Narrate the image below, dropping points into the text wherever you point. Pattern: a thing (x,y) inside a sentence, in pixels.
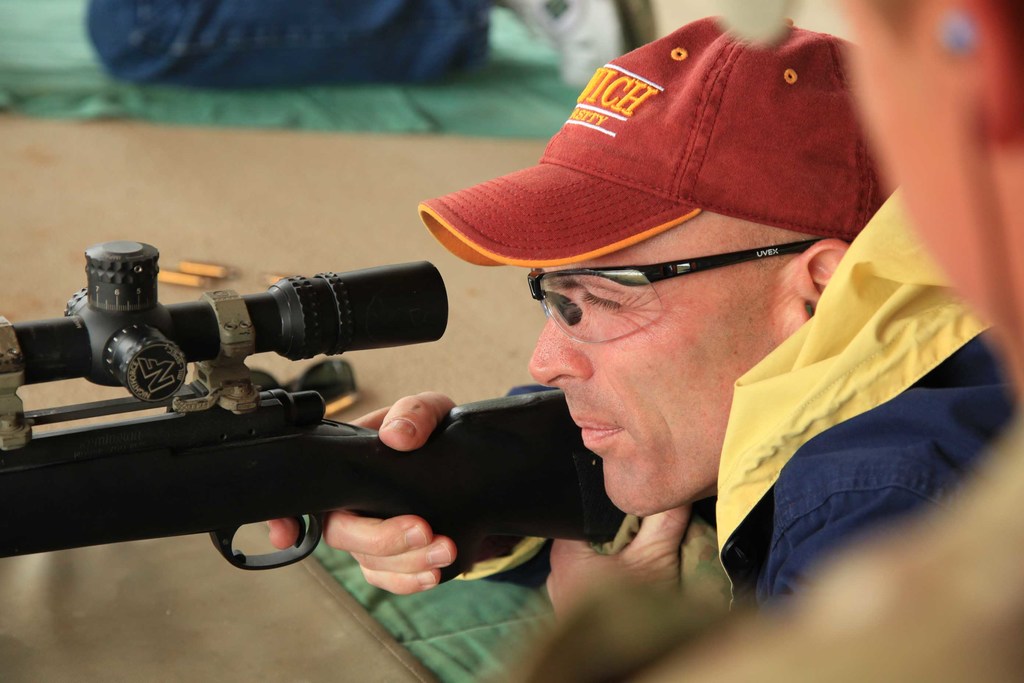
This is a zoomed in picture. In the foreground (294,434) there is a person (635,466) holding a rifle (243,431) and on the right corner (964,504) there is another person (777,633). In the background (412,47) we can see there are some items (199,111) placed on the ground (348,181) and a person (424,26) seems to be squatting on the ground (319,245).
